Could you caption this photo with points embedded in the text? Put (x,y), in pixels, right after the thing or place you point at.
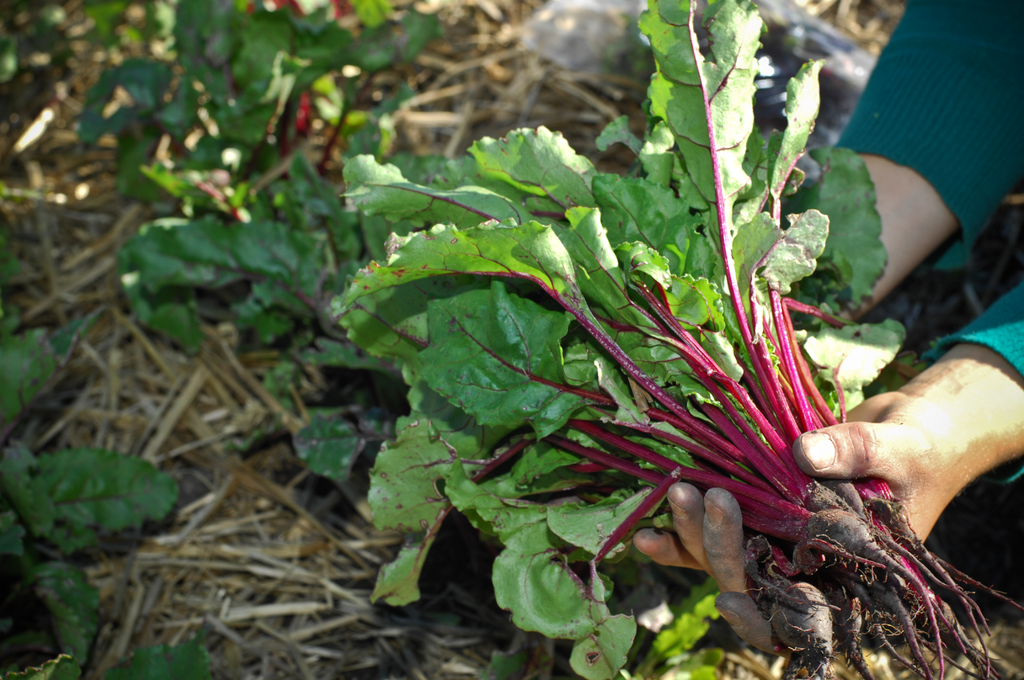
In this image can see a person's hand (874,428) holding beetroots (752,465). In the background (569,134) we can see grass (177,355) and there are leaves (288,238).
